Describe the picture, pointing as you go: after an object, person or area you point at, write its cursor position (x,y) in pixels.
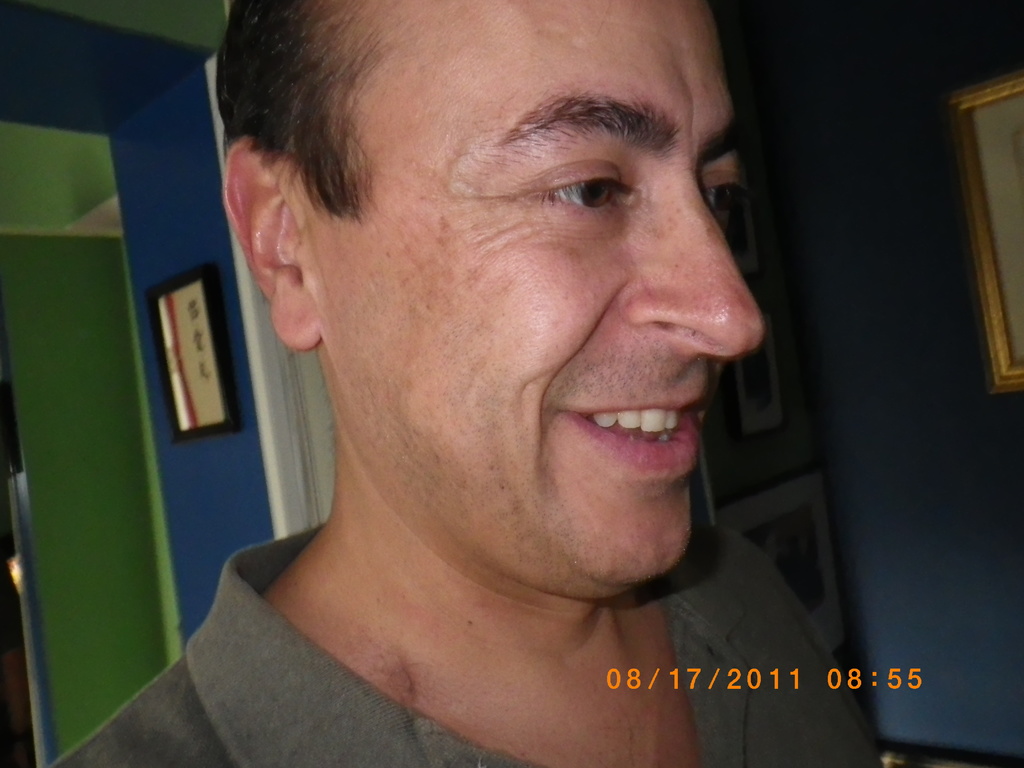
In the image in the center (578,502) we can see one person (479,501) smiling, which we can see on his face (544,385). In the background (82,288) there is a wall (852,189), roof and photo frames (1012,87).
